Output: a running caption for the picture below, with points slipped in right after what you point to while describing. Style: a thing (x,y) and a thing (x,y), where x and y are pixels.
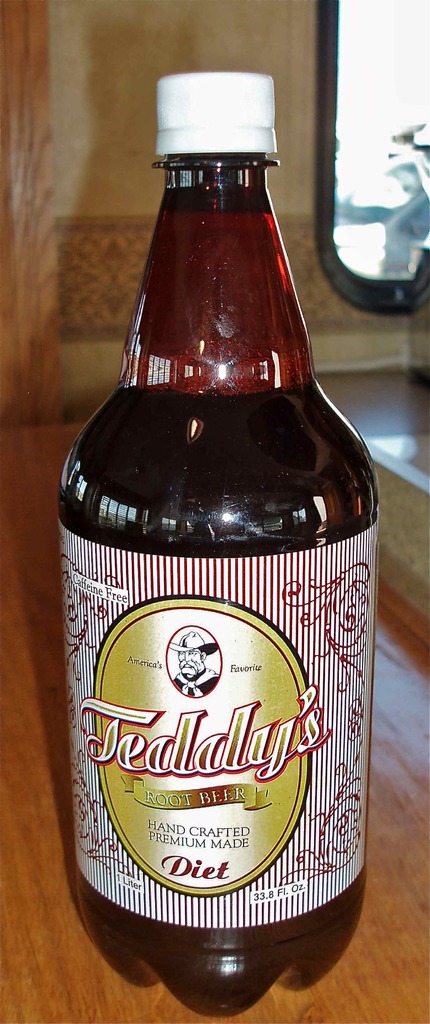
There is a bottle (204,699) with a label (267,723) is placed on a table (41,740). In the background (131,69) there is a wall (289,59).
